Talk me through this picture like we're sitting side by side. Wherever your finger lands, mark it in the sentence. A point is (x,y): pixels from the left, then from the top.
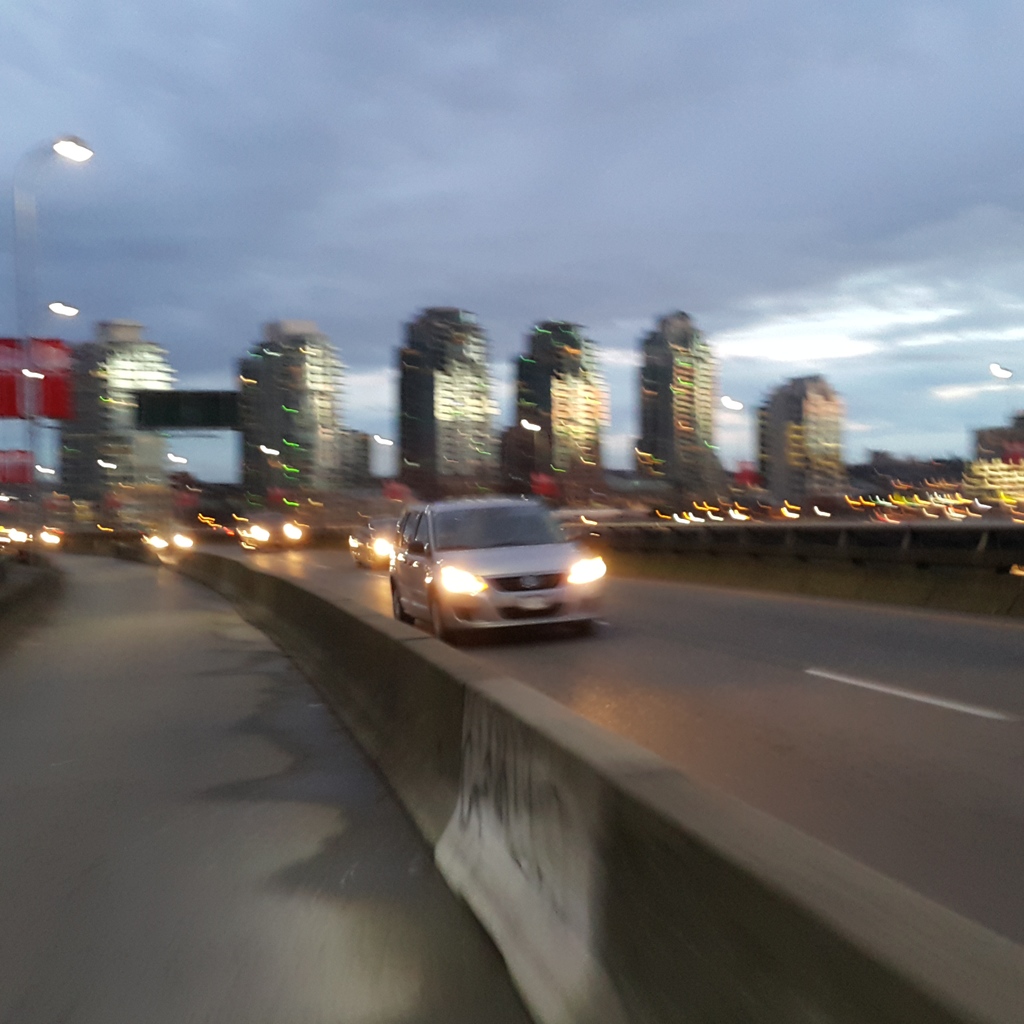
In this image there is the sky (61,230), there are skyscraper (446,409), there is the road (677,707), there are vehicles (534,594) on the road (230,552), there are street lights (92,148), there are poles (27,321) towards the left of the image (24,281), there is an object (43,398) truncated towards the left of the image (47,344), there are buildings (998,447) truncated towards the right of the image (988,481).
